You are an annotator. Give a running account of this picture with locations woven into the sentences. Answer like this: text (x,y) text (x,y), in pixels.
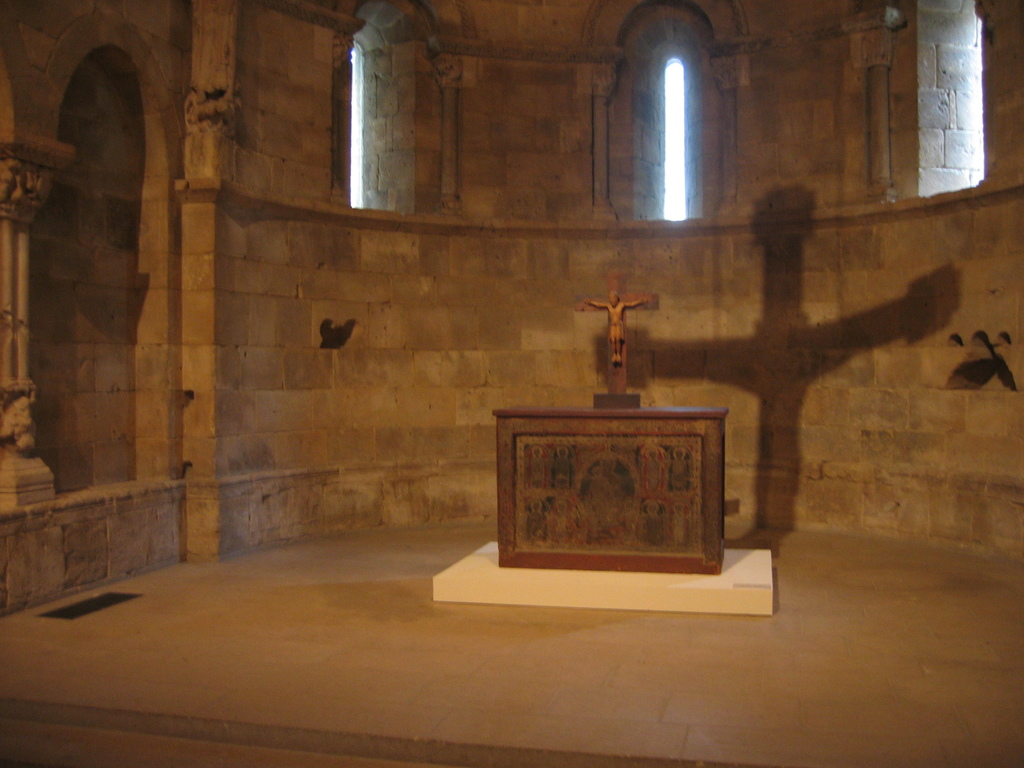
In this image we can see a statue (612,389). Background of the statue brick wall (359,296) is there and windows (676,104) are present.
